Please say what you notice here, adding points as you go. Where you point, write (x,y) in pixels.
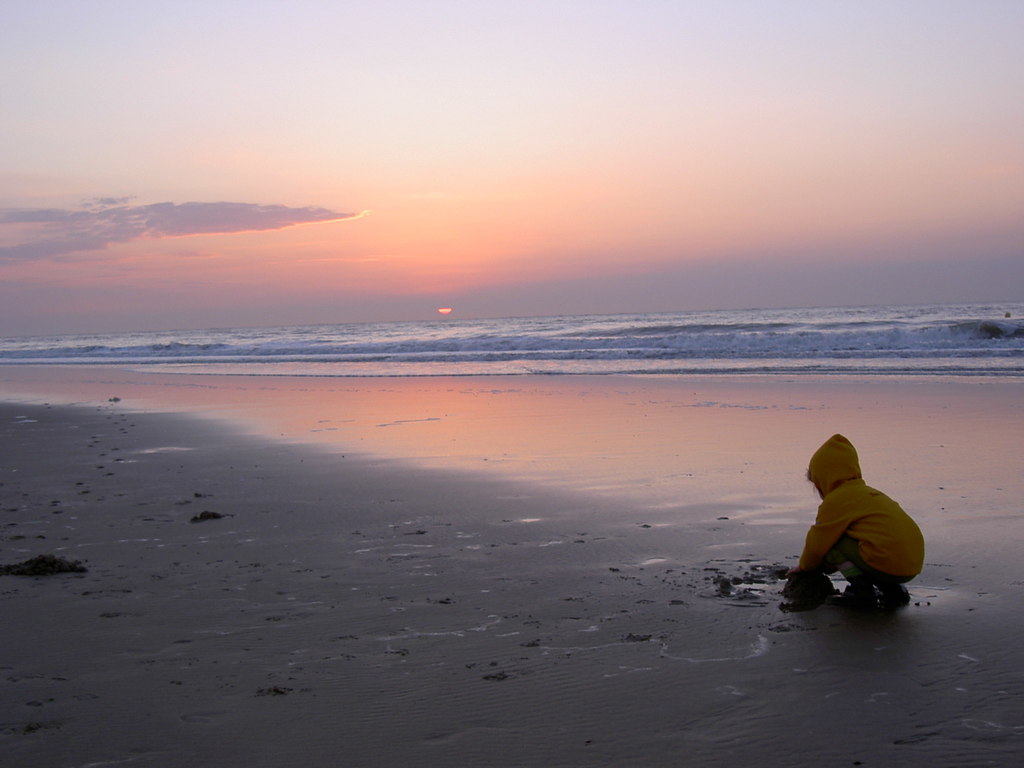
In the image I can see a kid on the sea shore (264,440) and also I can see the sunset (44,201).
